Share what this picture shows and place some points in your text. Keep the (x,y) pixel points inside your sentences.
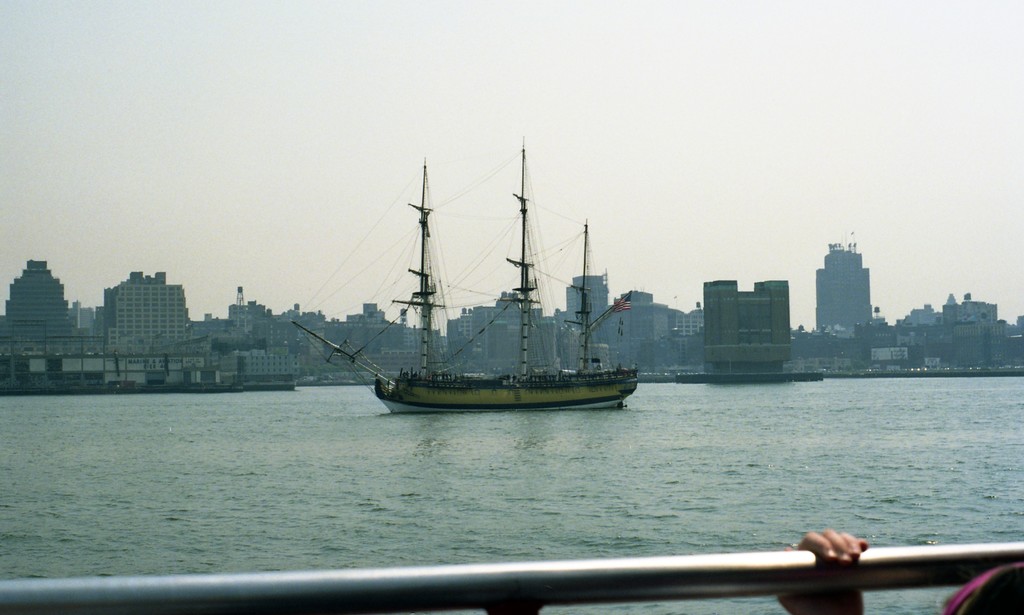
This picture is clicked outside. On the right corner (807,542) we can see the hand (821,545) of a person (836,546) holding a metal rod (445,573). In the center (447,384) we can see a boat (506,396) in the water body (627,410) and we can see the metal rods (525,254). In the background (414,104) we can see the sky (532,136), buildings (136,350) and many other objects (688,373).
